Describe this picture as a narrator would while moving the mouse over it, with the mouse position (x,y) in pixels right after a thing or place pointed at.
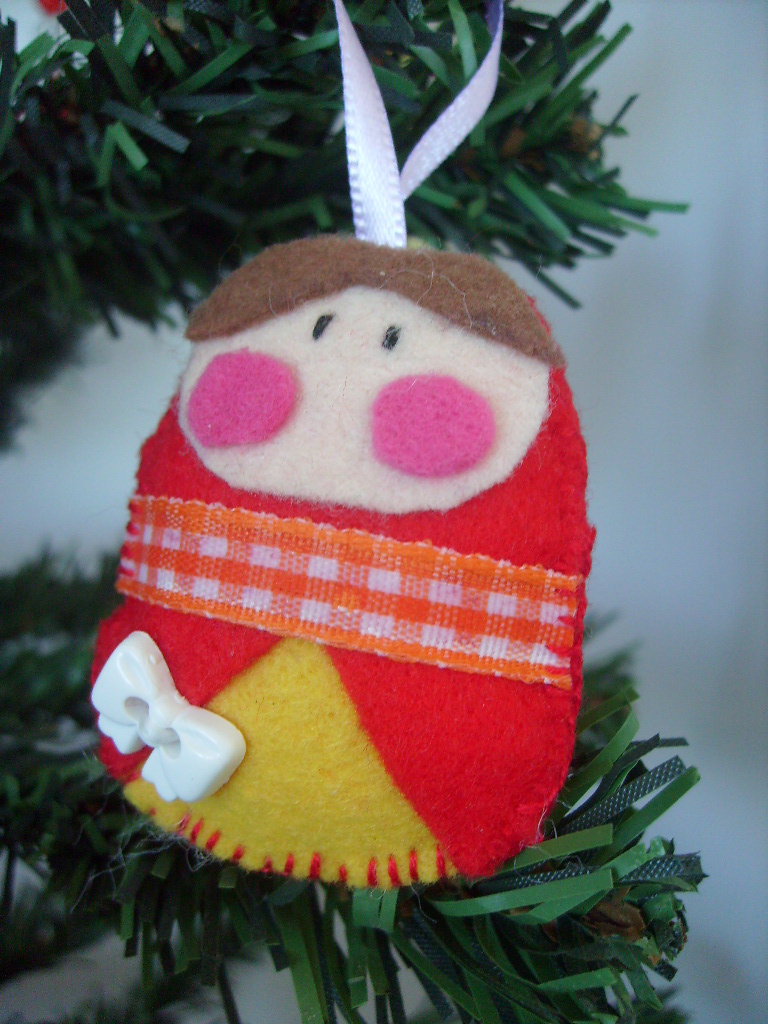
In this image in the foreground (355,541) there is one toy (373,529), and in the background (24,339) there are decorative objects (620,683), and the background (663,406) looks like a wall (643,655).
